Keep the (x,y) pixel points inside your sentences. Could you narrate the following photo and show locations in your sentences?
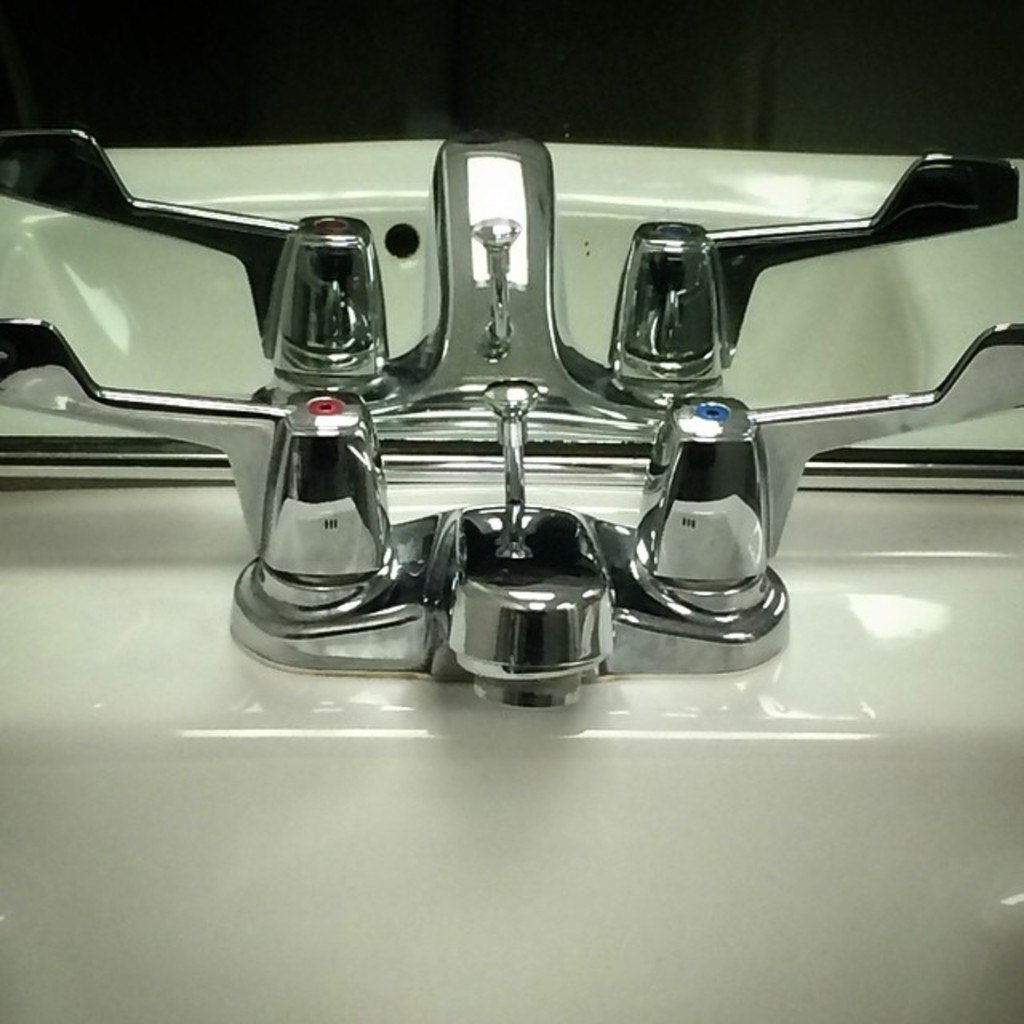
In this image there is a sink (944,592) and taps (480,594), in the background (105,150) there is a mirror (979,128).
